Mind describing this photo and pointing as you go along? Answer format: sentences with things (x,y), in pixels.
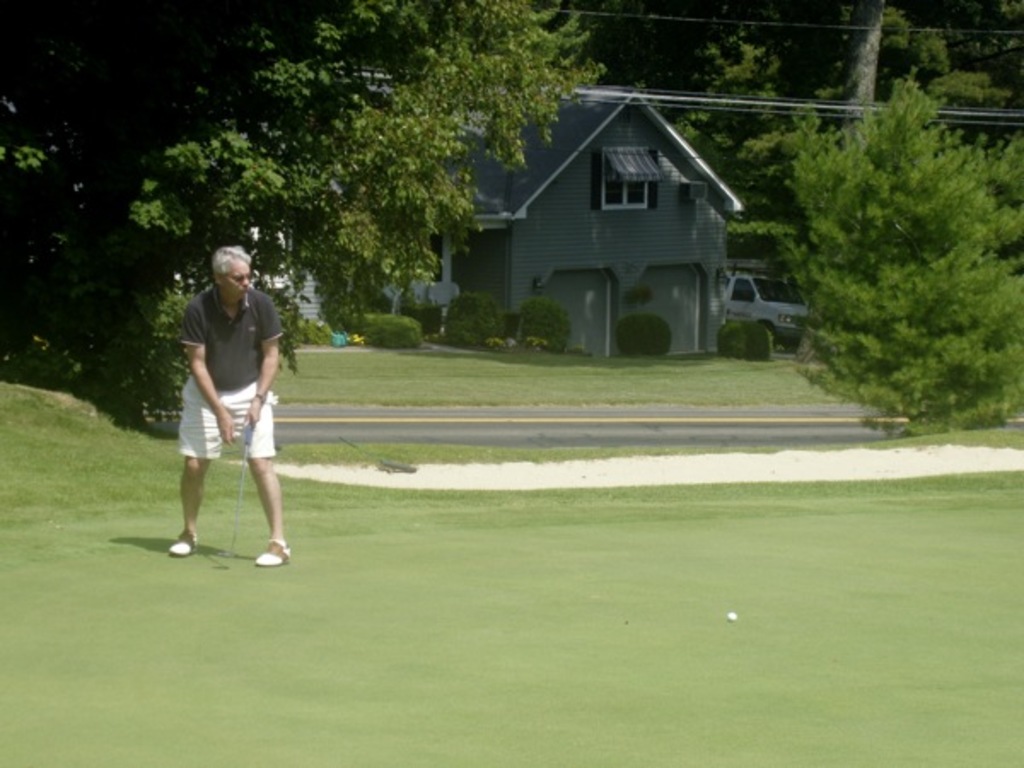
In this image there is a person (193,461) on the golf ground (254,553) holding a golf stick (246,459) and a ball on the grass (702,629), there is a road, a building (669,285), a vehicle (772,305), a few cables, few trees (857,356) and few garden plants (386,339).
